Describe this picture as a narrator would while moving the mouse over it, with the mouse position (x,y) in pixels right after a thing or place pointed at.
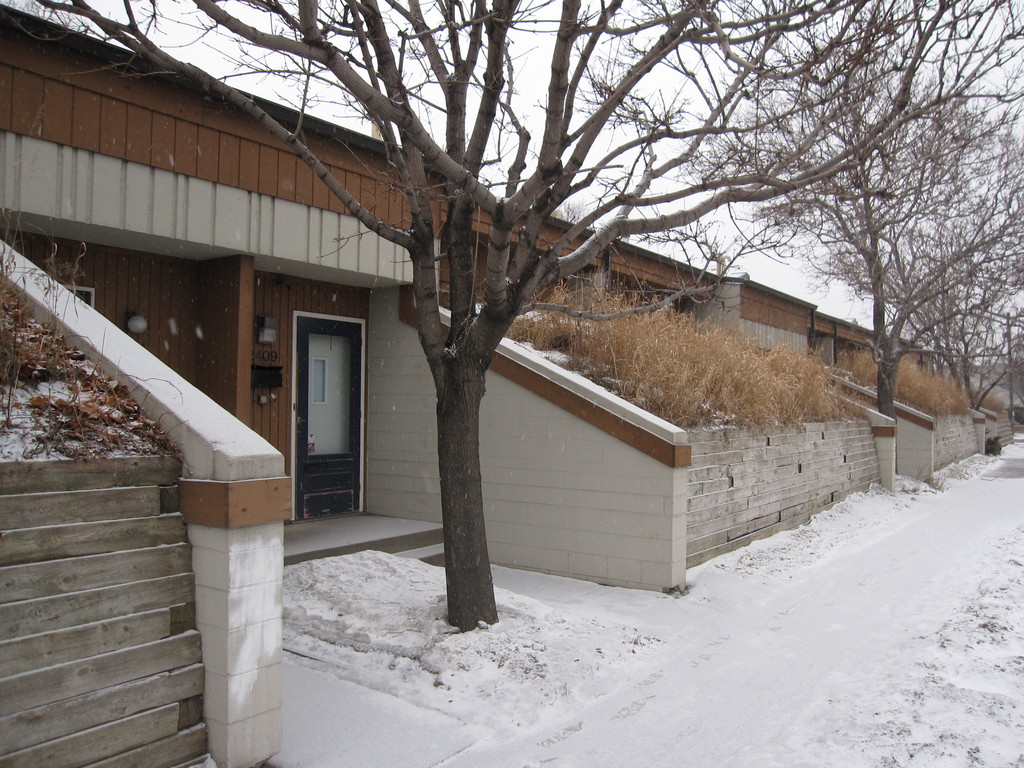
In this image we can see a house (258,402) with roof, a door (344,401) and windows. We can also see some plants (649,357), trees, the snow (837,664) and the sky (669,248).
